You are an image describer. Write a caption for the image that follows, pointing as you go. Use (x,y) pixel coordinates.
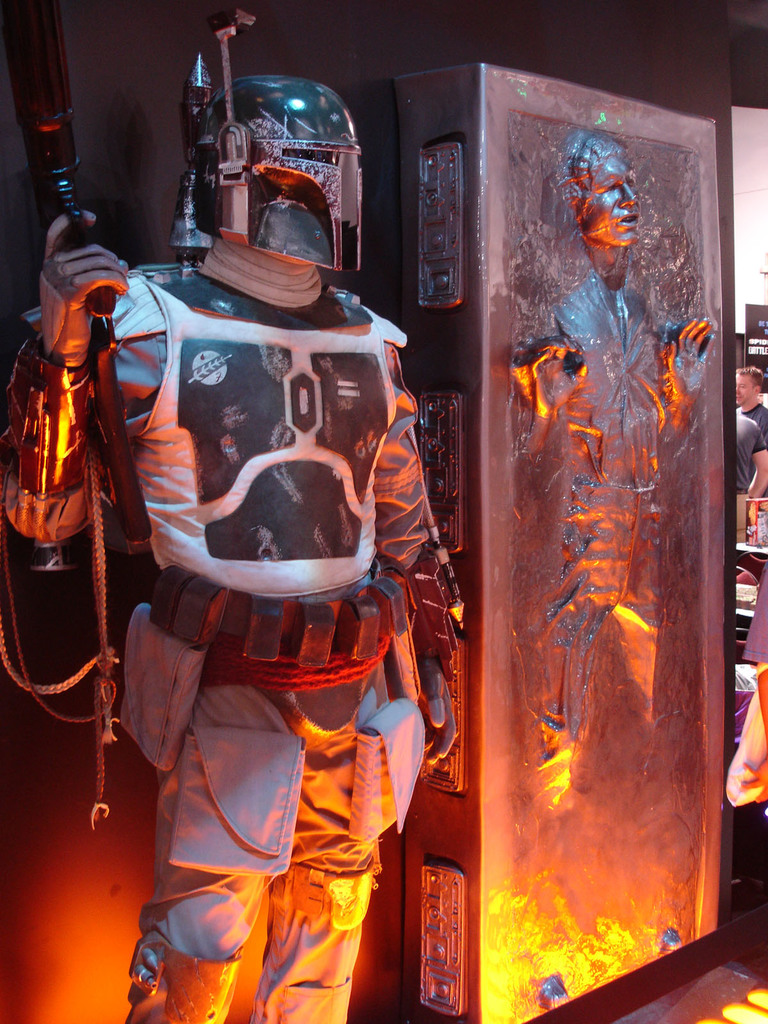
In this picture we can see few people (738,425), in the left side of the image (217,404) we can see a man (275,323), he wore a suit (271,439), and he is holding a gun (43,78), in the background (757,312) we can see a hoarding (763,331).
